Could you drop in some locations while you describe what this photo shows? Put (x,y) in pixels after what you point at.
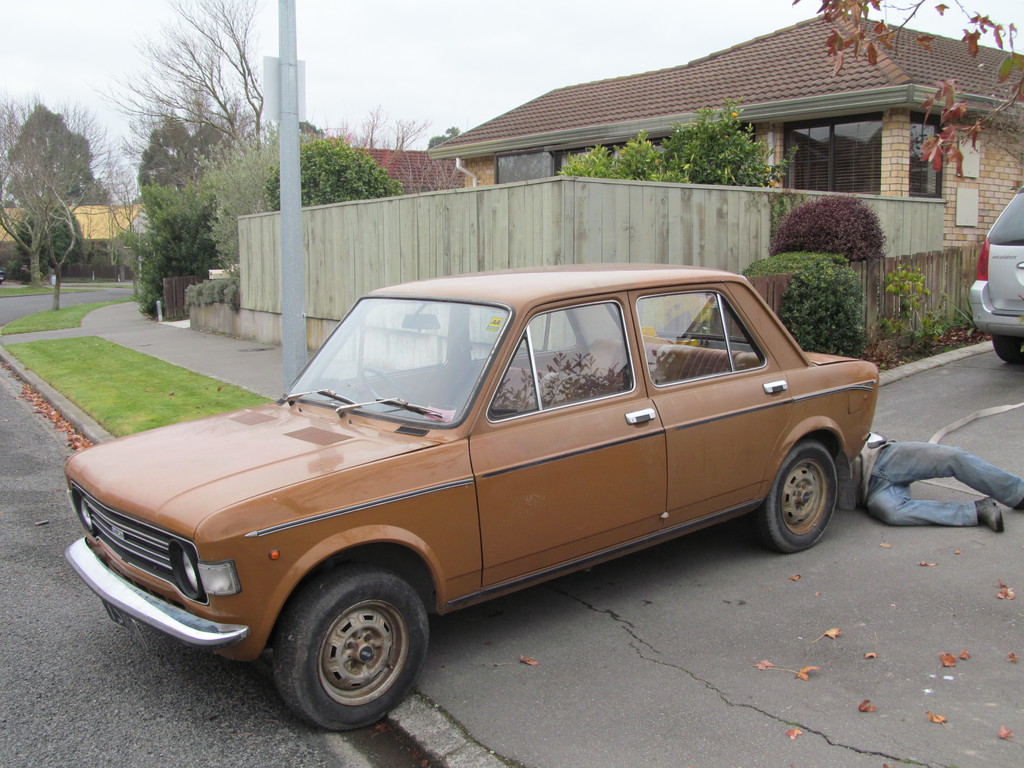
In the foreground of the picture (380,721) there are dry leaves (962,658), car (551,509), path (557,624), road (204,667) and a man (883,444). In the center of the picture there are trees (168,200), plants (807,275), car (979,271), stem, pole (293,251), grass (77,380), dry leaves (65,424), wall (383,219) and a house (589,115). Sky (504,60) is cloudy.
